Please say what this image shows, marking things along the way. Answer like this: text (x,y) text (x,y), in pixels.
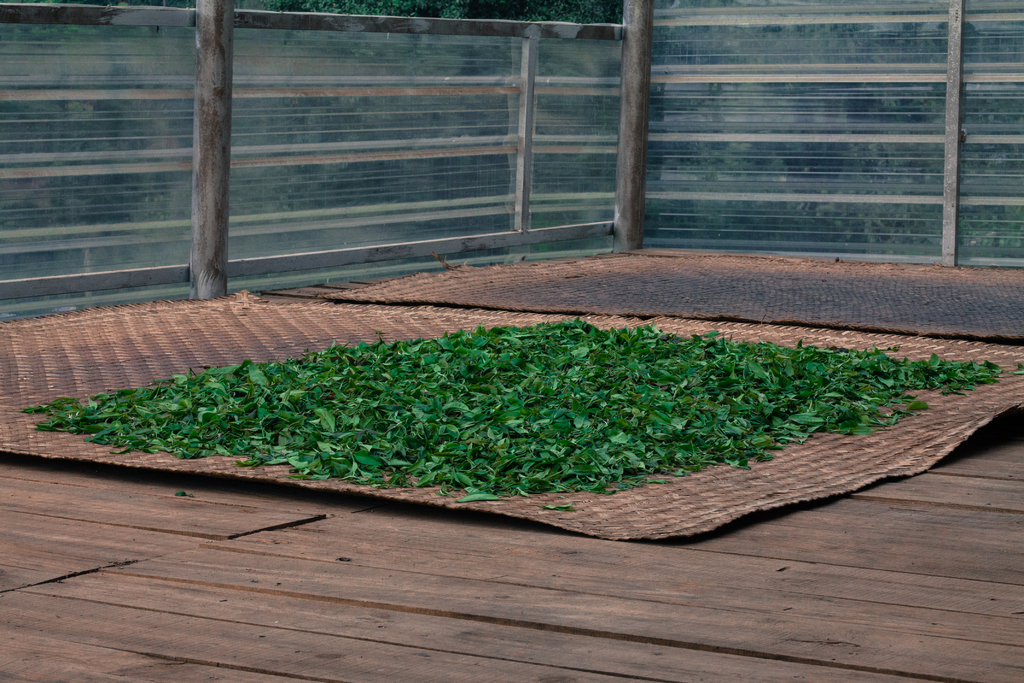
In this image there are leaves (477,429) on a mat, the mat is on the wooden platform (196,590), in the background of the image (597,178) there is a glass fence (381,87) supported by metal rods (66,95).
